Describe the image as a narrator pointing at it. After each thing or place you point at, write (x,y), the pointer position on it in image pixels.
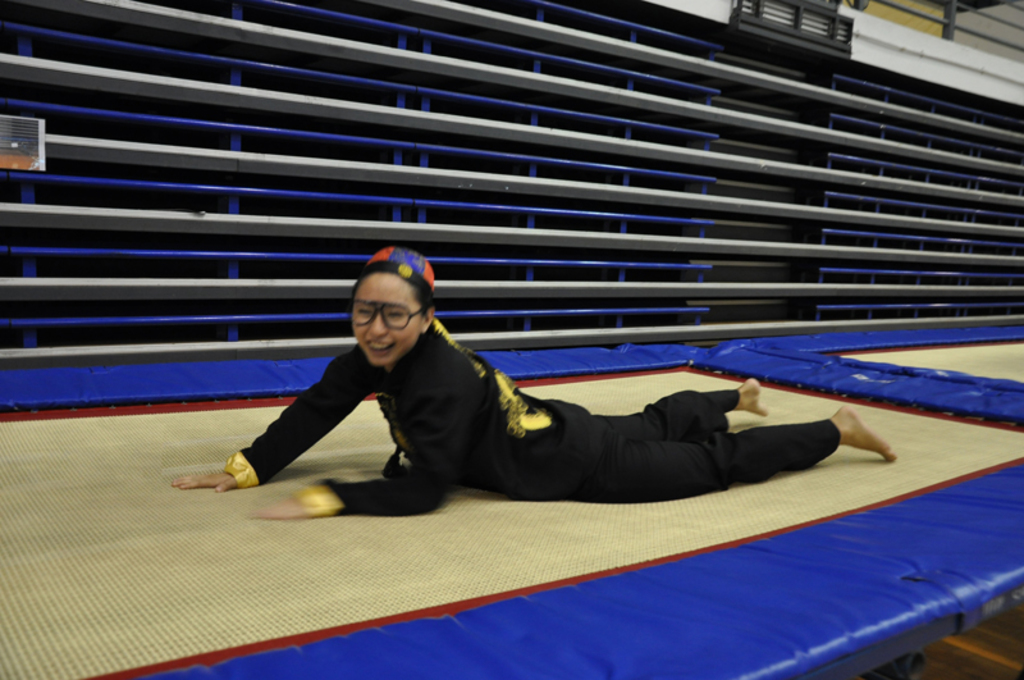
This image consists of a person (520,460). She is a woman (560,491). She is lying on the trampoline (548,521). That looks like a mat (425,617).
